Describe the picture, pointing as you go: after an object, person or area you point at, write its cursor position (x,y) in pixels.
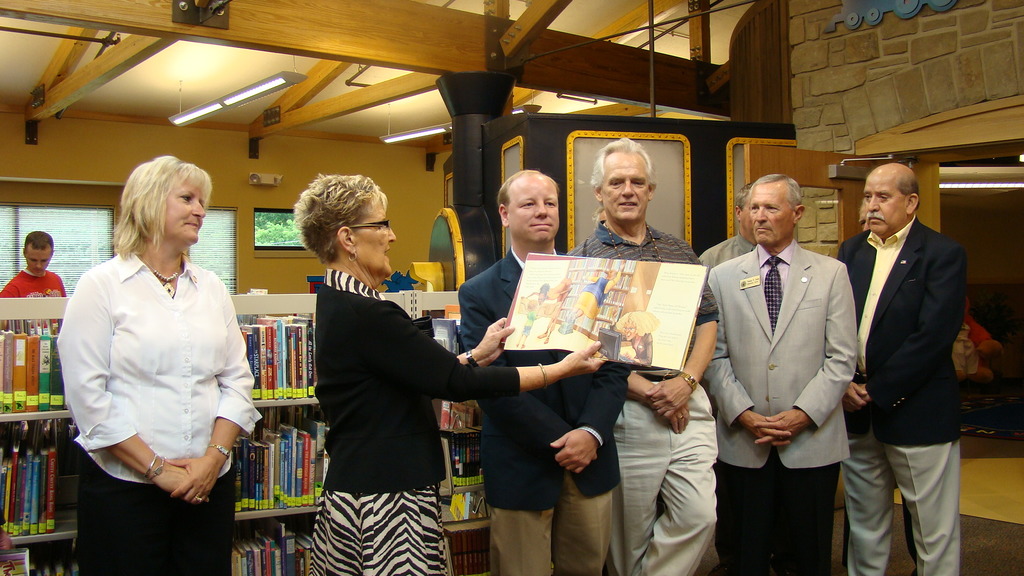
In this image I can see two women (354,296) and few other men (719,346) are standing on the floor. I can see a woman (382,398) wearing black and white colored dress (378,400) is standing and holding a book (588,341) in her hand (559,372). In the background (300,369) I can see few books (298,353) in the book shelf (259,438), a person (44,241) wearing red colored dress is standing, a wall (94,165) which is brown in color, a television screen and few lights (293,73).
